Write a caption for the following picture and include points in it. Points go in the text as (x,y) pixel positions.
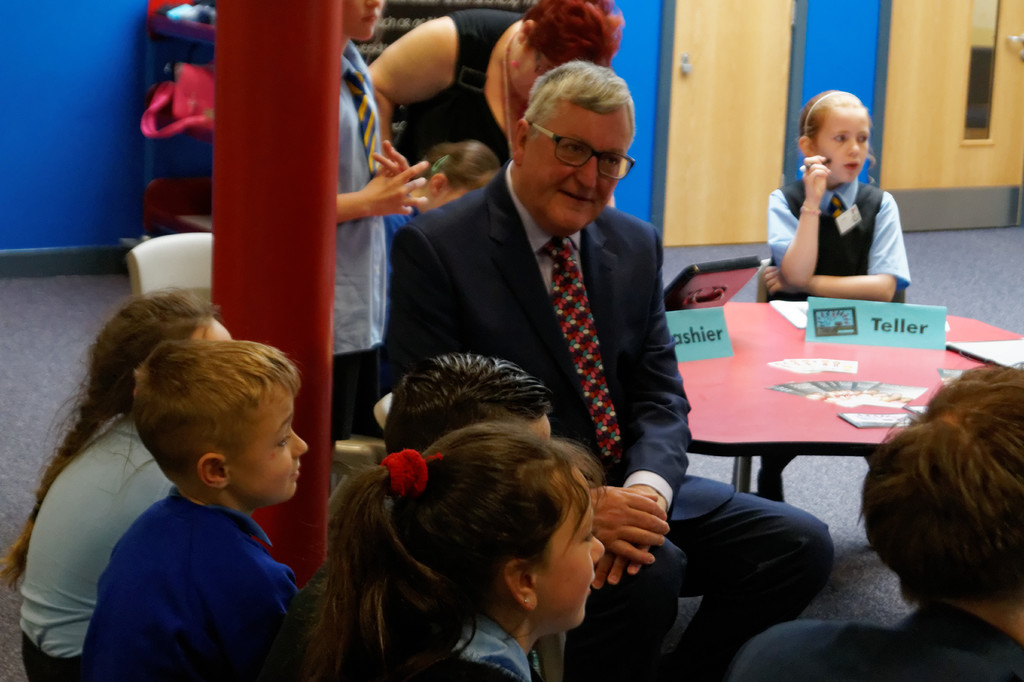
In the center of the image (569,283) there is a man (599,375) sitting. There are students (402,543) around him. On the right (742,376) there is a table (784,418) and there are some papers (833,389) which are placed on the table (764,344). In the background (793,119) there are doors (920,77).
